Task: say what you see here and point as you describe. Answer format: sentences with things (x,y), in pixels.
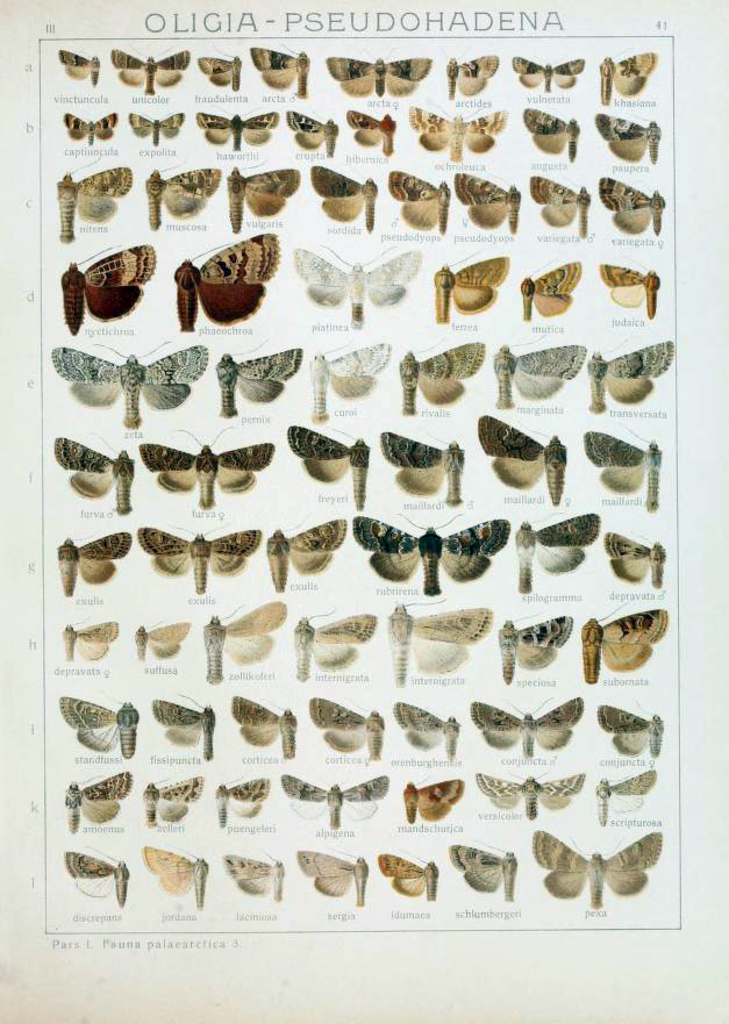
In this image we can see a group of photos (540,663) of butterflies (356,480) and some text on it.
